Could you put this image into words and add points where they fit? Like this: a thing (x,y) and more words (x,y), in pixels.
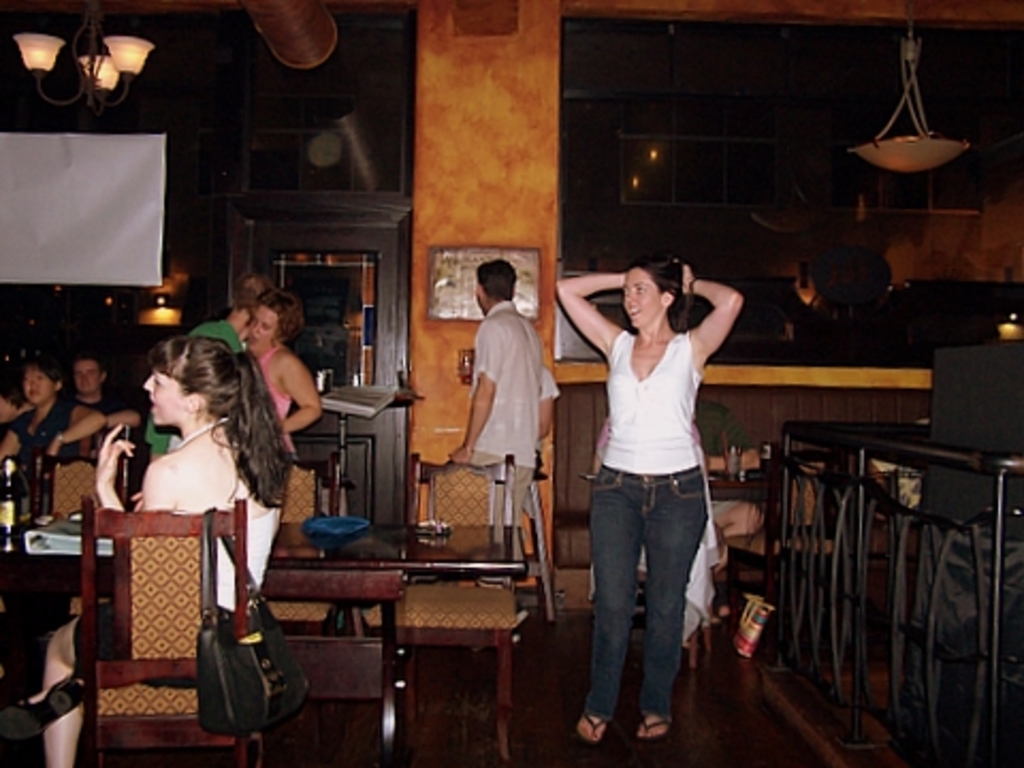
In this image we can see people (628,499) standing on the floor (572,618) and there are few people (212,475) sitting on the chairs (204,612). Here we can see tables (68,580), chairs (355,588), bottles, railing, and lights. In the background (609,251) we can see wall (426,241), door (381,231), frame (435,292), and other objects (1017,568).
